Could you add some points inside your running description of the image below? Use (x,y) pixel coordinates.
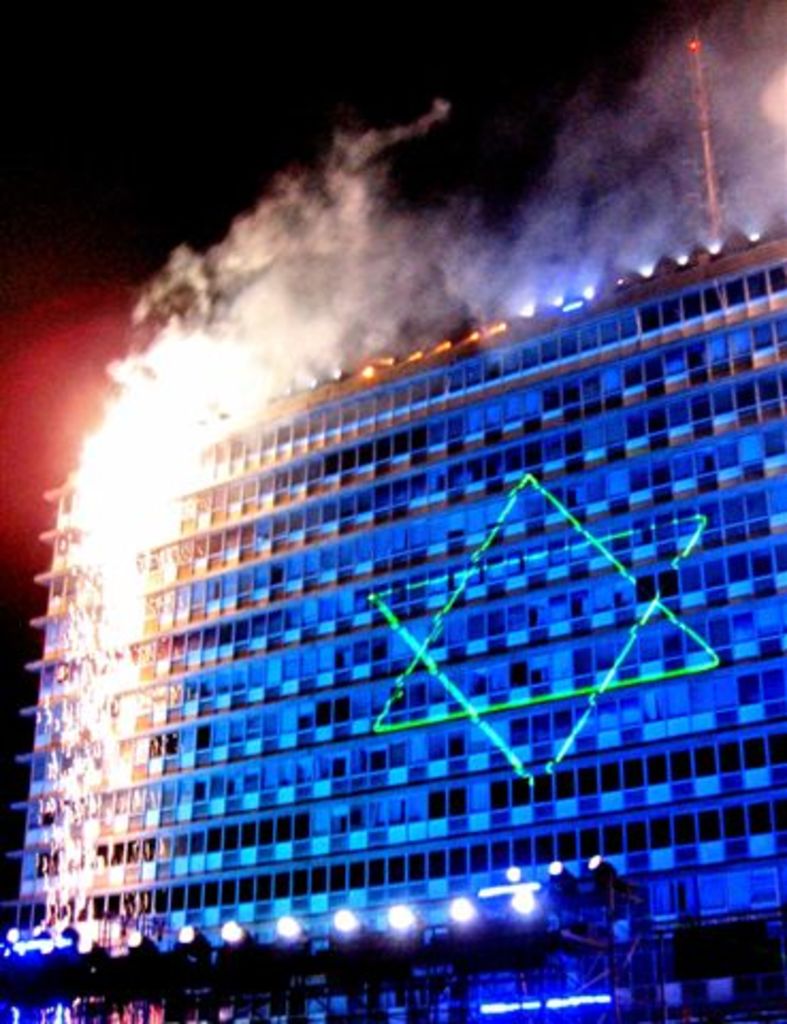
In this image I can see a building (204,486) and in the front of it I can see number of lights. I can also see smoke (740,147) and a tower (719,237) on the top side of this image (598,253).
